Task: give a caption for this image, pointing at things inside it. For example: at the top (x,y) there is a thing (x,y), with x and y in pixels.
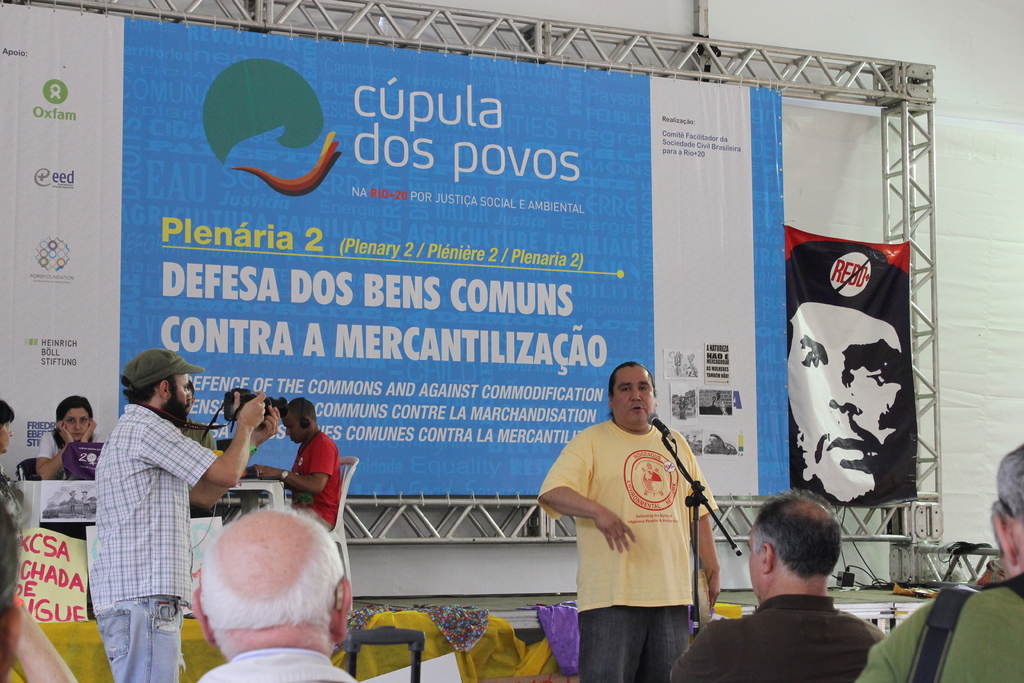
In this image we can see a person (664,569) standing near a mic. To the left side of the image (134,471) there is another person (175,468) holding a camera (226,419). At the bottom of the image (335,599) there are people (5,573). In the background of the image (70,424) there are people (70,424) sitting on chairs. There is a banner (453,348) with some text (321,229). There are rods (694,63).
